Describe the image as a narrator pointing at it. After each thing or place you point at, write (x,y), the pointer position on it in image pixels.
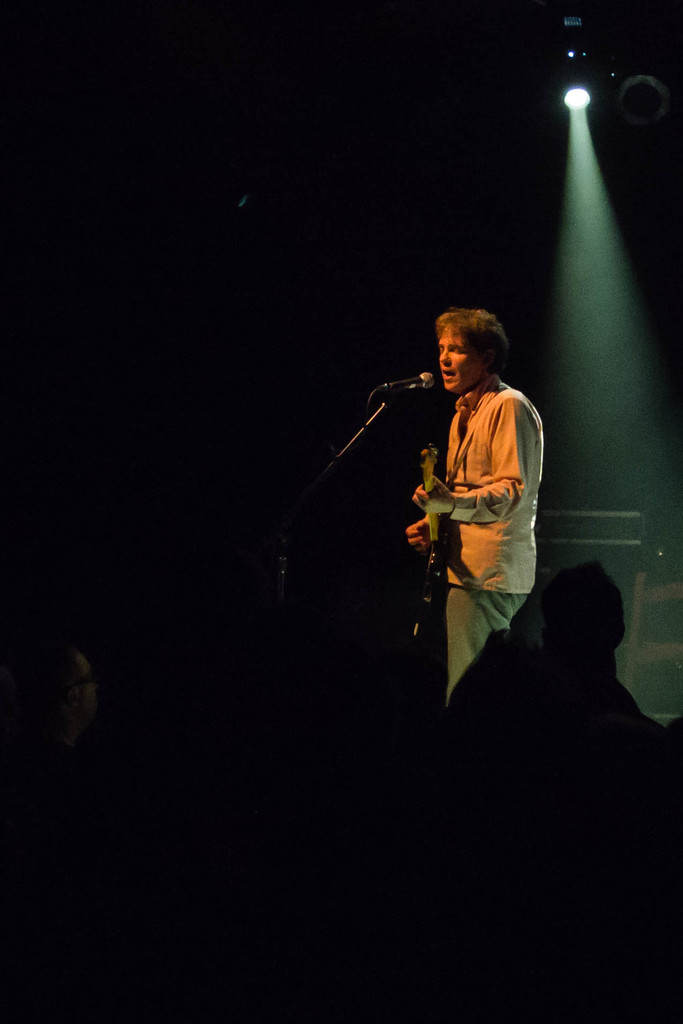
In the image we can see a person (458,424) standing, wearing clothes (502,556) and holding a musical instrument (431,632) in hand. There is even a microphone (386,385). The background of the image (372,382) is dark and there is a light (592,169).
